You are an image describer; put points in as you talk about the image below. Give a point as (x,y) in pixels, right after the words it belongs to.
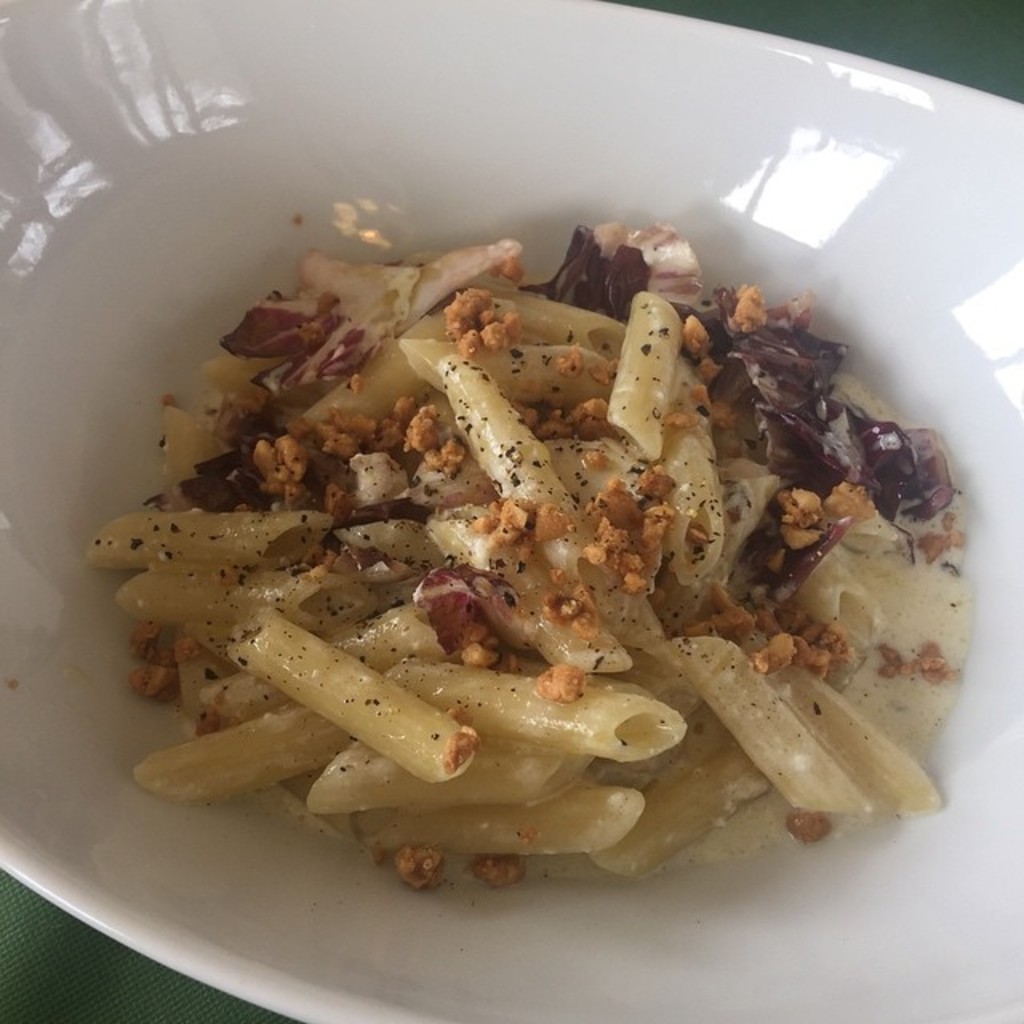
This is a bowl (98,455), which is white in color. This bowl (931,298) contains a food (478,677), which is made of pasta (631,614) and few other ingredients (769,657).
